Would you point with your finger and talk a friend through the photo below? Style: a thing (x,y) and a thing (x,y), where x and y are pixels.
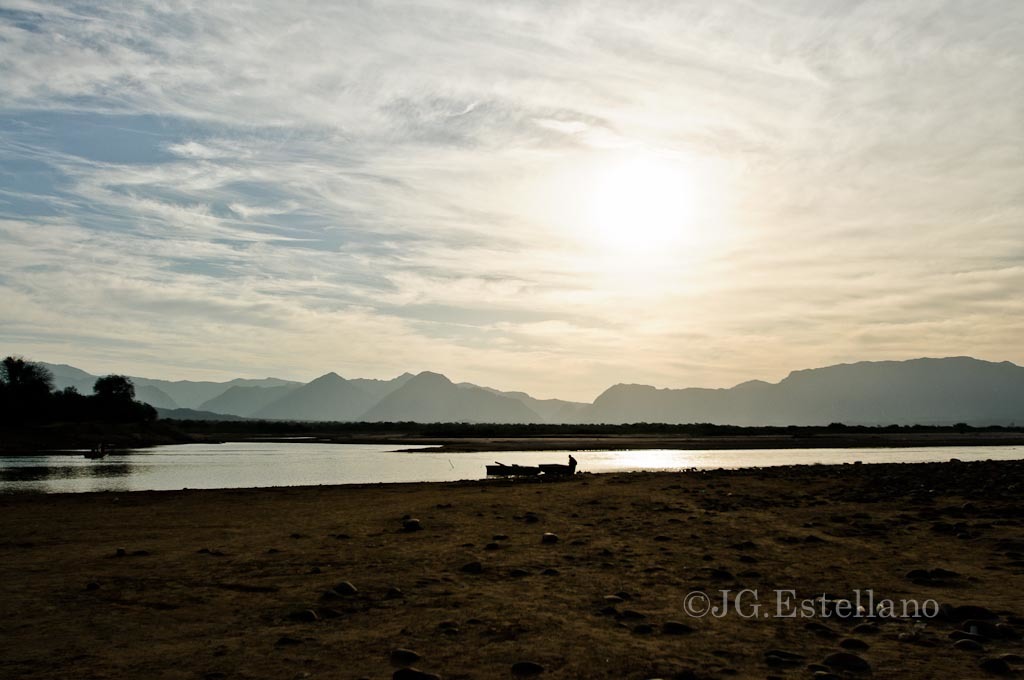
In this picture we can see soil (444,597) at the bottom (452,579), there is water (387,455) in the middle (371,452), in the background (29,380) we can see trees (409,433) and hills (682,407), there is the sky (606,241) and clouds (459,101) at the top of the picture (470,108), at the right bottom (846,612) there is some text (742,611).
